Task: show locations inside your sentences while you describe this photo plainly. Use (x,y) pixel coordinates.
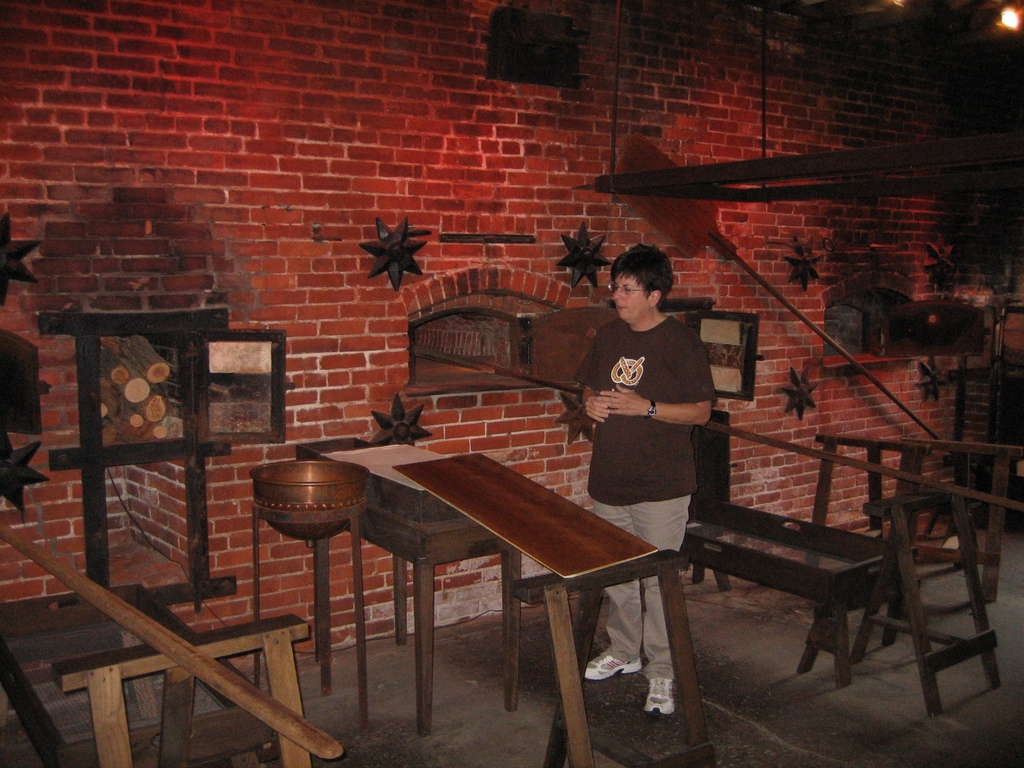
in this picture we can see a person (617,478) standing in front of the table (556,556) and back side also there are so many tables (746,532) beside we can see the wall (401,197) which contains with bricks (495,84).
